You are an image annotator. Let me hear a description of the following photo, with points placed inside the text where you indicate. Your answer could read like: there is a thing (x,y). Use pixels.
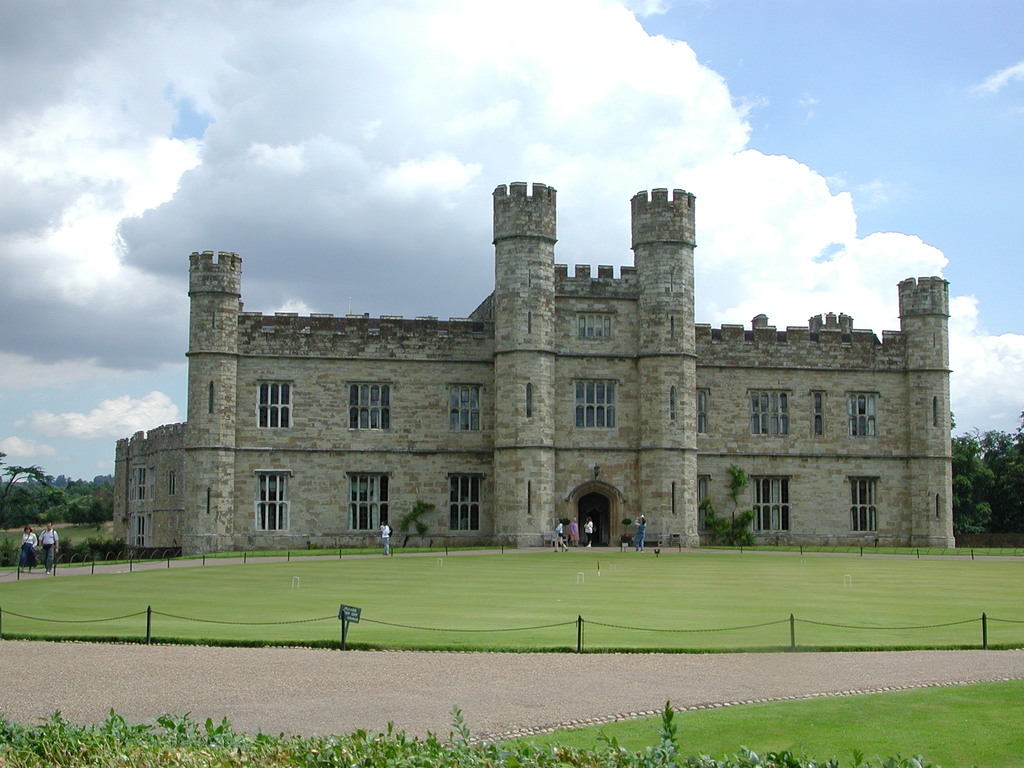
In this image I can see few persons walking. Background (446,472) I can see a building (607,414) in gray color, trees (1012,466) in green color and sky (717,113) in white and blue color.
